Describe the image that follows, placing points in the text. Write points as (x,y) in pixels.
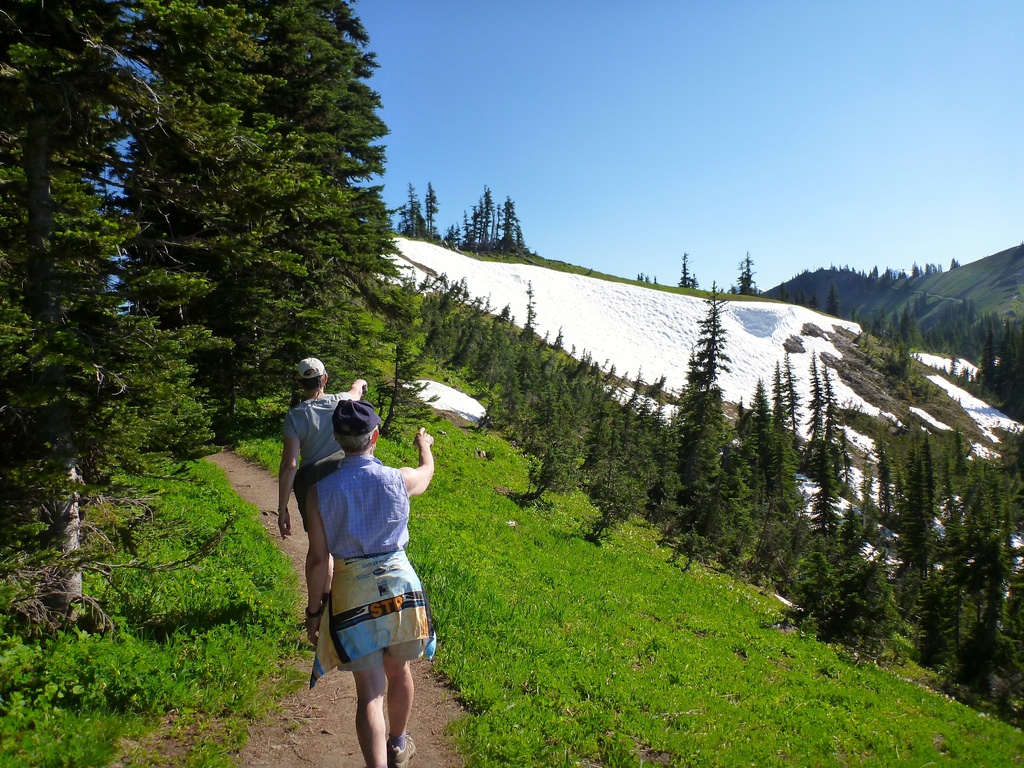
In this image there is a hill (458,687), on that hill (417,721) there are two persons (359,533) walking and there are trees (977,551) and that hill (799,343) is covered with snow (732,335), in the background (781,203) there is the sky (760,115).
